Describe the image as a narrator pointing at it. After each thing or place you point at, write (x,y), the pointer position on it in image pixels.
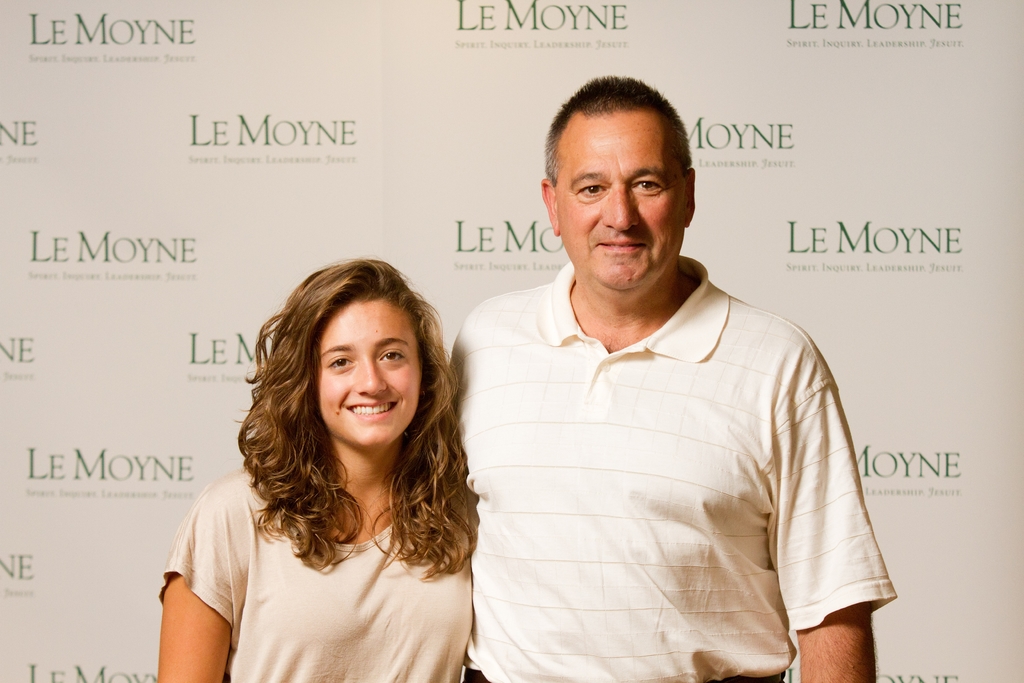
In this image, there are two persons (589,419) standing and wearing clothes (211,586).
